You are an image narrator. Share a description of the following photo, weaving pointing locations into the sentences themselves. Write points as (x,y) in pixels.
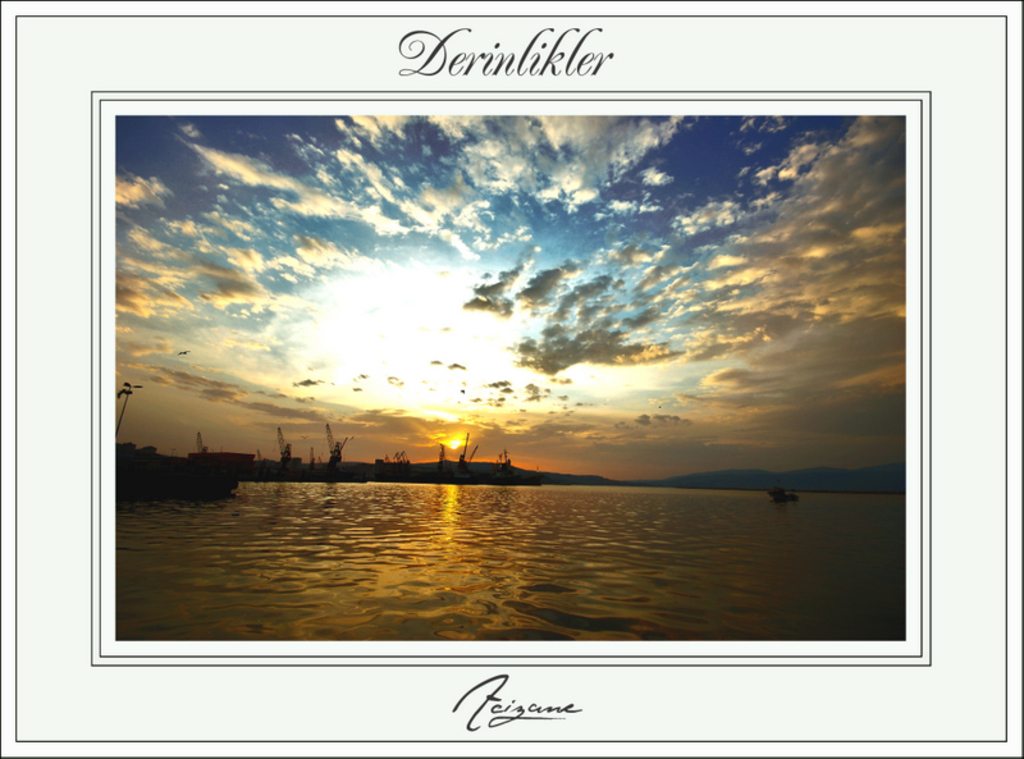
This image consists of a frame (592,648) in which there is water (380,525) along with boats (215,465). At the top (548,231), there are clouds (264,291) in the sky (508,320). And there is a sun (461,442) in the middle (445,442).
